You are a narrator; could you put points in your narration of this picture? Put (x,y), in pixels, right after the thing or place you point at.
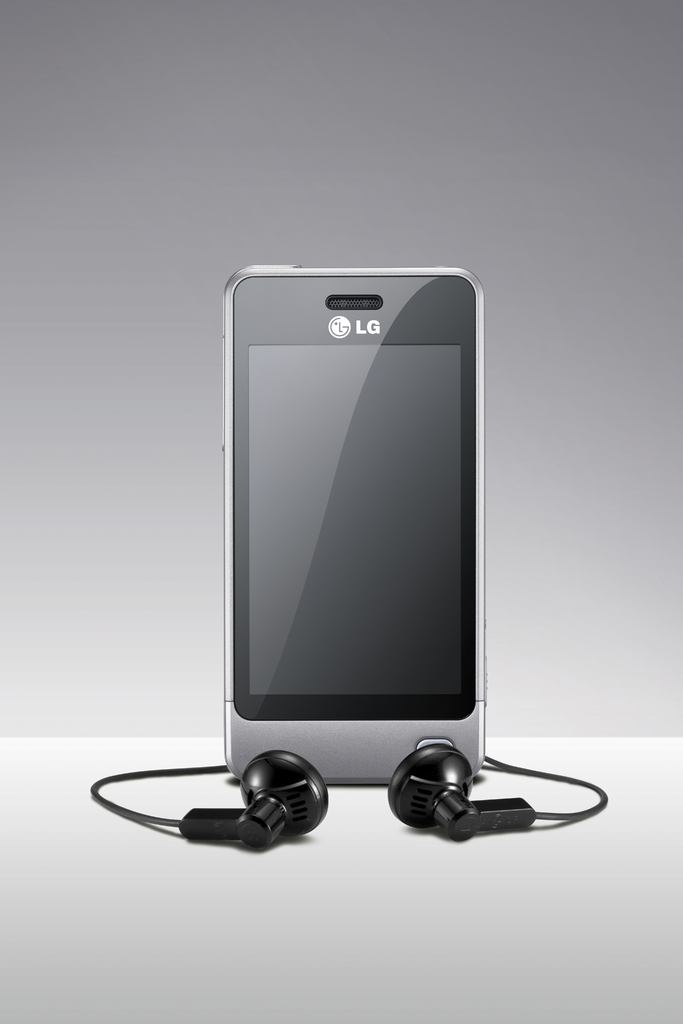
In this picture I can see a mobile (329,532) and black color earphones (286,794) on a white color surface (335,816). The background (8,181) is grey in color.
